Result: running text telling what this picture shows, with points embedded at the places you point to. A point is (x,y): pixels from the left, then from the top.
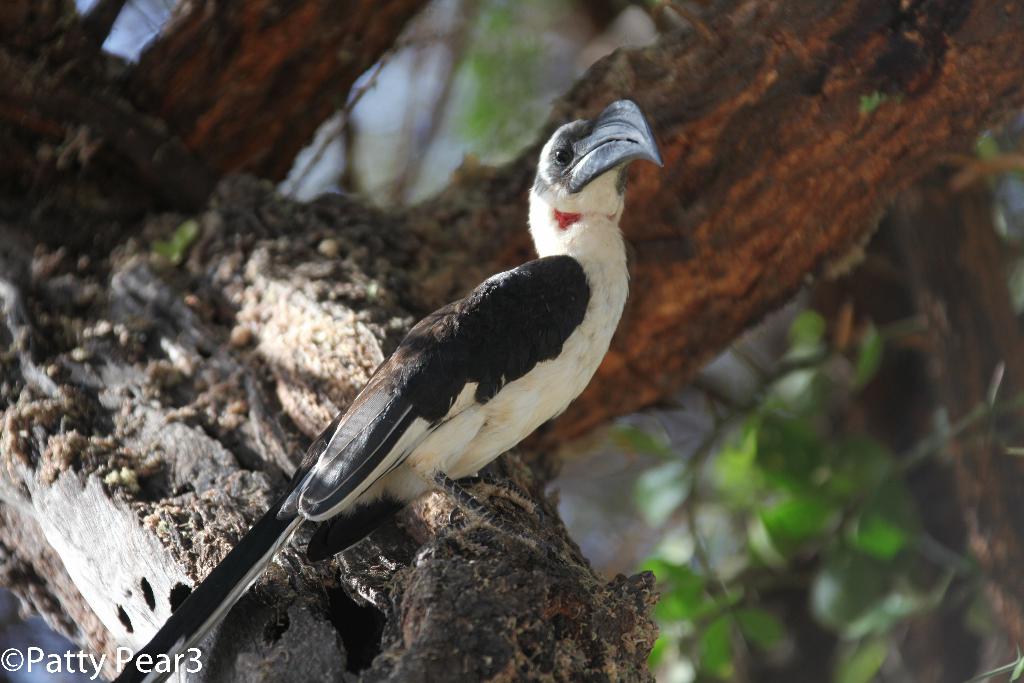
As we can see in the image, there is a bird (567,295) with white and black color and behind the bird (576,302) there is a tree stem (810,109).
